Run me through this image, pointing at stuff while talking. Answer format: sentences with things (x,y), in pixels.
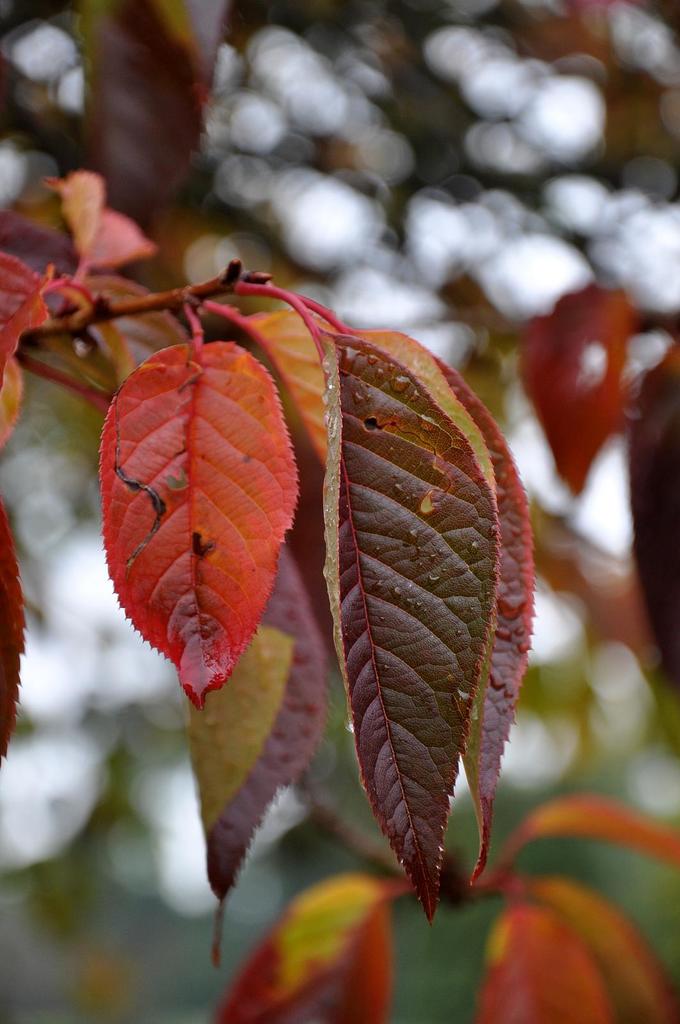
In this image we can see some leaves (332,351) of a tree (386,437).
